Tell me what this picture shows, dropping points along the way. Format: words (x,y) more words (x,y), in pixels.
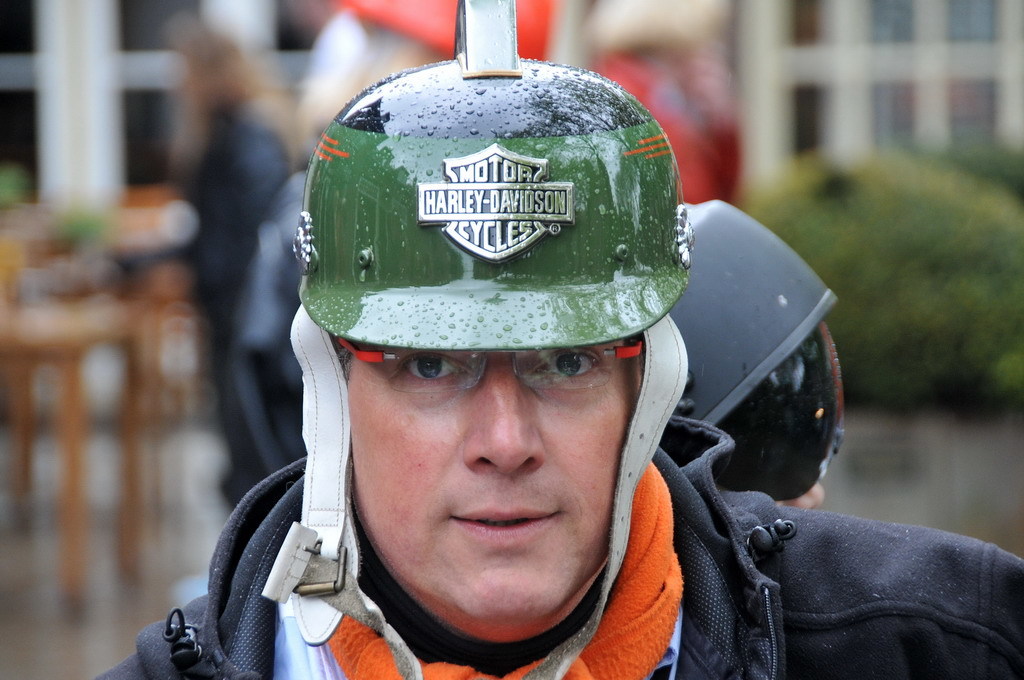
In this image we can see a few people (522,413), two of them are wearing helmets (509,130), on one helmet (506,204) there are text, there is a house (825,71), plants (959,295), and the background (983,342) is blurred.
